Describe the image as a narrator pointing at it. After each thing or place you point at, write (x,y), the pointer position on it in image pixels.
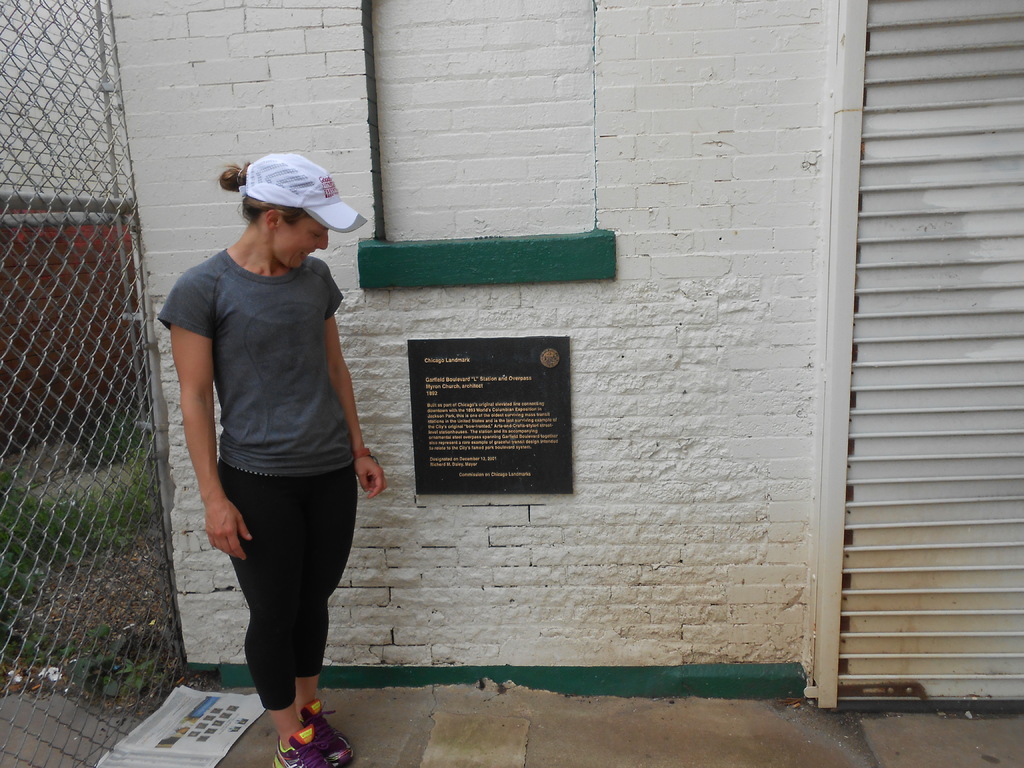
In this image I can see a woman (325,283) wearing a gray color t-shirt (296,288) and white color cap (307,209) standing on the floor (362,707), in the middle (616,337) I can see the wall (687,110) and a notice board (490,418) attached to the wall (596,390). And on the left side (103,345) I can see the fence (83,429).
